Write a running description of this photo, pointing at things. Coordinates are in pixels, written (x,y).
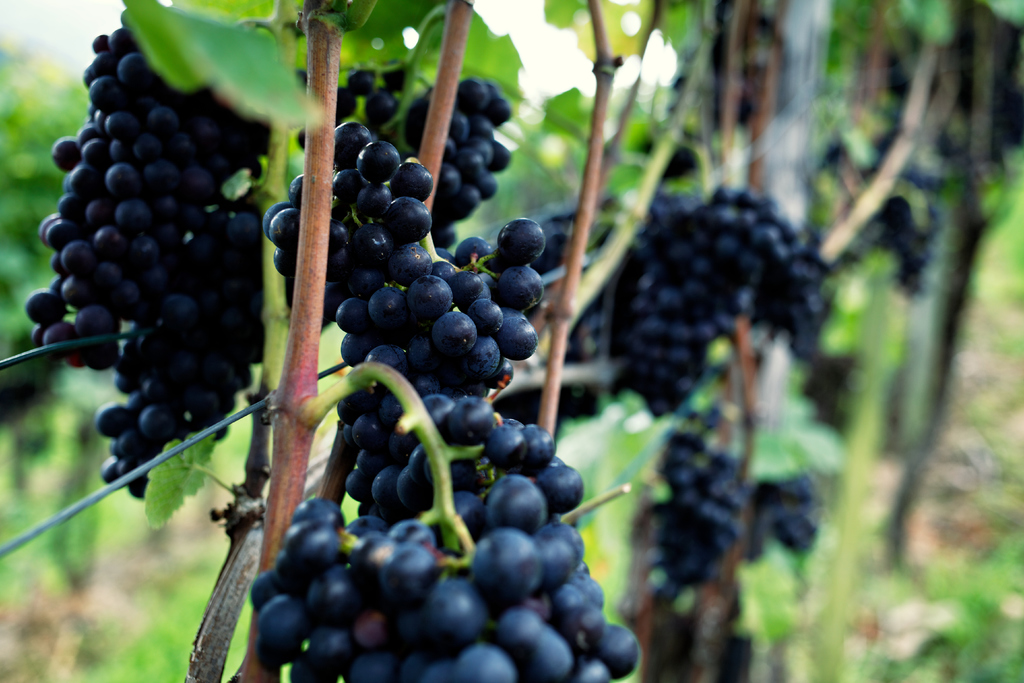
In this picture we can see bunches of grapes (468,204), trees (47,92) and in the background (626,121) it is blurry.
